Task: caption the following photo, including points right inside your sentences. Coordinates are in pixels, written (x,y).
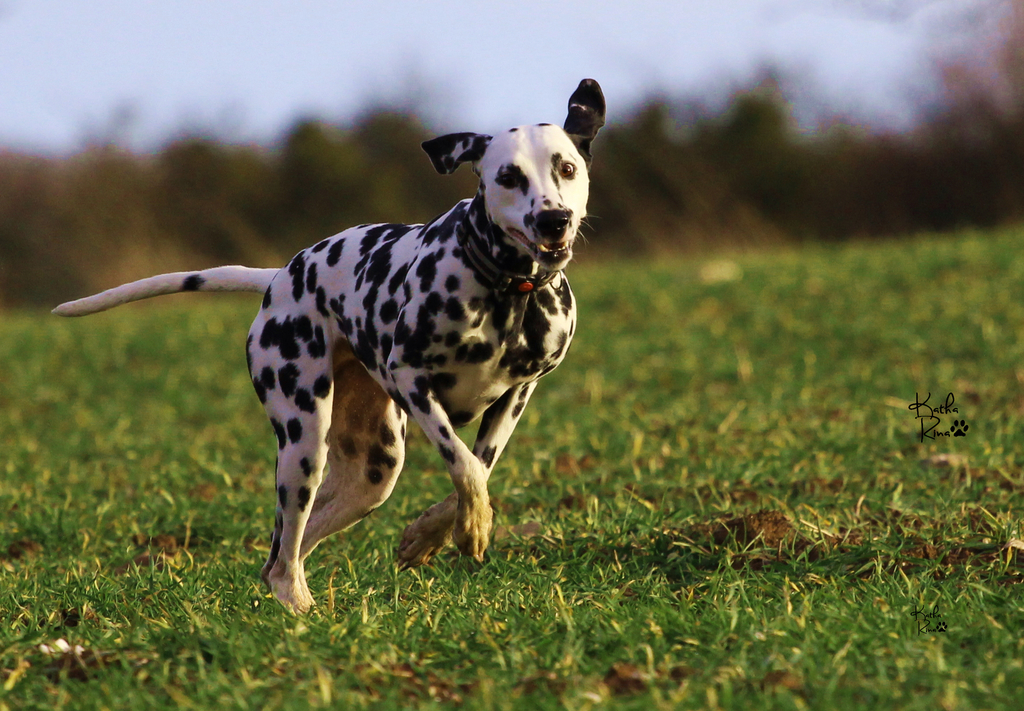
Here in this picture we can see a dalmatian (430,265) running on the ground (492,550) and we can see the ground (492,550) is fully covered with grass (492,550) and we can see the background (193,243) is in blurry manner.
